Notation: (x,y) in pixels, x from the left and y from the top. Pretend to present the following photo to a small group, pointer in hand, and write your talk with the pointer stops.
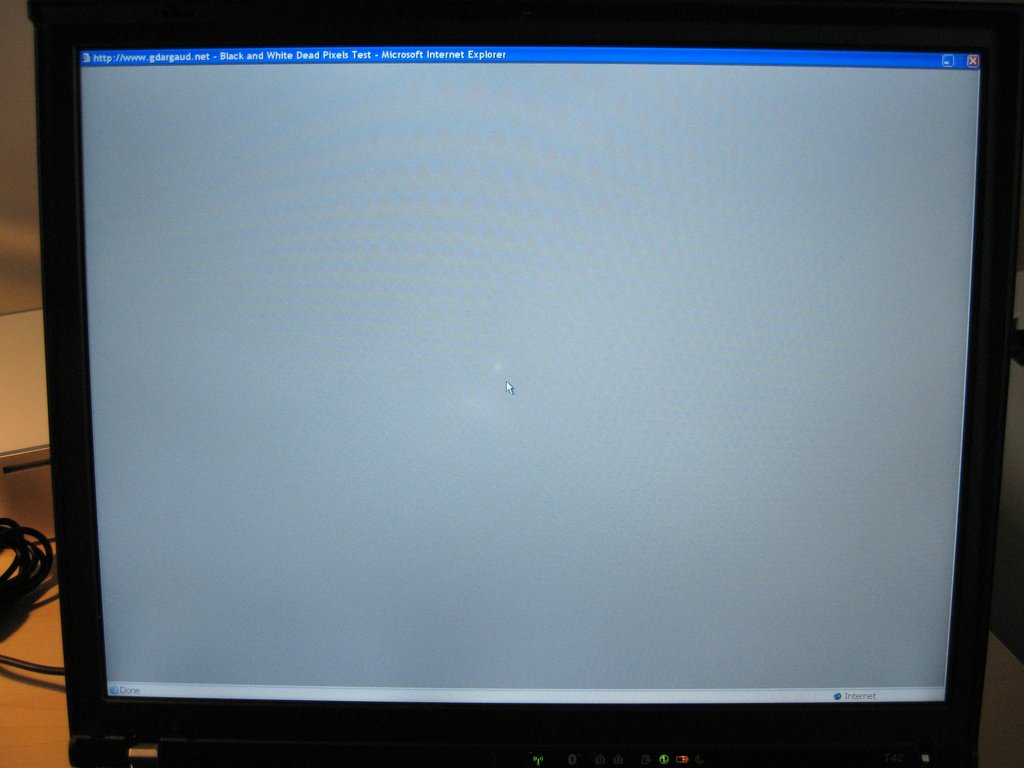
In this image there is a monitor (447,673) on the surface (52,689), there is a wire (19,582) truncated towards the left of the image (26,570), there is an object (19,410) truncated towards the left of the image (26,399), there is text (135,59) on the monitor (480,377).
